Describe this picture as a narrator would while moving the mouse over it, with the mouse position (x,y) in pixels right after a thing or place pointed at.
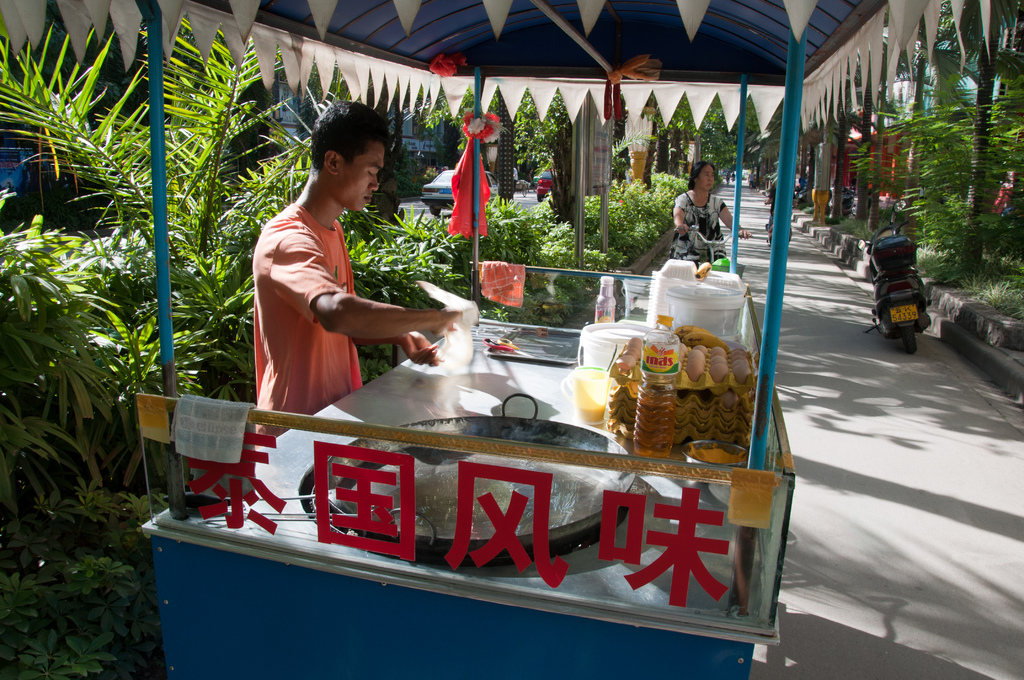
In this image we can see there is a person (331,359) standing in front of the food stall (416,403), behind the food stall (477,263) there is a lady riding bicycle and there is a vehicle (876,325) parked on the road (926,355). On the right side of the image (914,211) there are trees (980,223) and plants (998,250). On the left side of the image (213,250) there are trees (190,245), plants (193,214) and some moving vehicles (429,186) are on the road (416,198).
